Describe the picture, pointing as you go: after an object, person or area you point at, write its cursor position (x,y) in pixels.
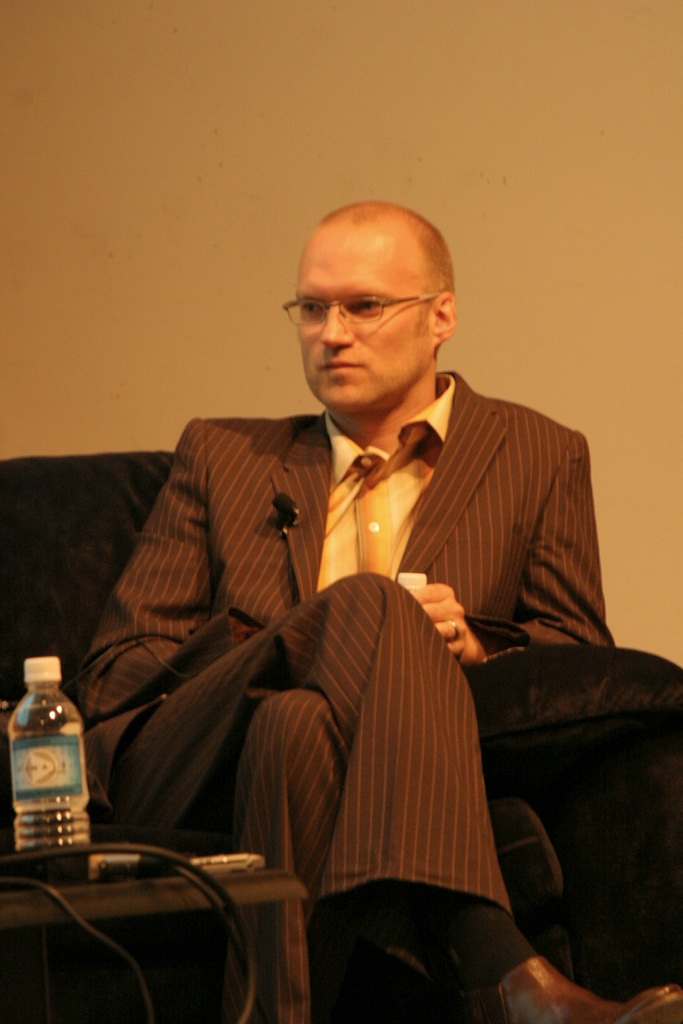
In this image i can see a person (332,305) sitting on the chair (70,552) and wearing a brown color coat (162,555) and he wearing a spectacles (342,313), in front of him there is a table (253,878) and there is a bottle (52,819) kept on the table (60,913) and a cable wire (52,886) kept on that.
